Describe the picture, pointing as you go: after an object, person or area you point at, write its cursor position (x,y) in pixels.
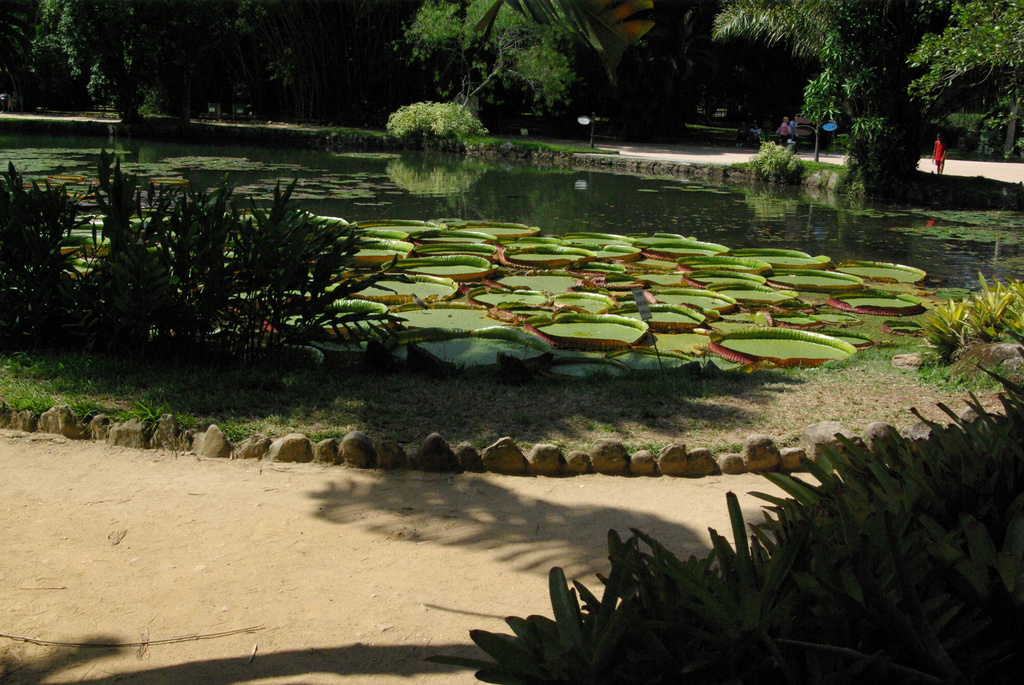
In this picture we can see water (337,178) in the middle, at the bottom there is grass (223,394), we can see some plants (835,562) here, in the background (703,41) there are some trees (814,90), we can see a person (793,122) sitting here.
